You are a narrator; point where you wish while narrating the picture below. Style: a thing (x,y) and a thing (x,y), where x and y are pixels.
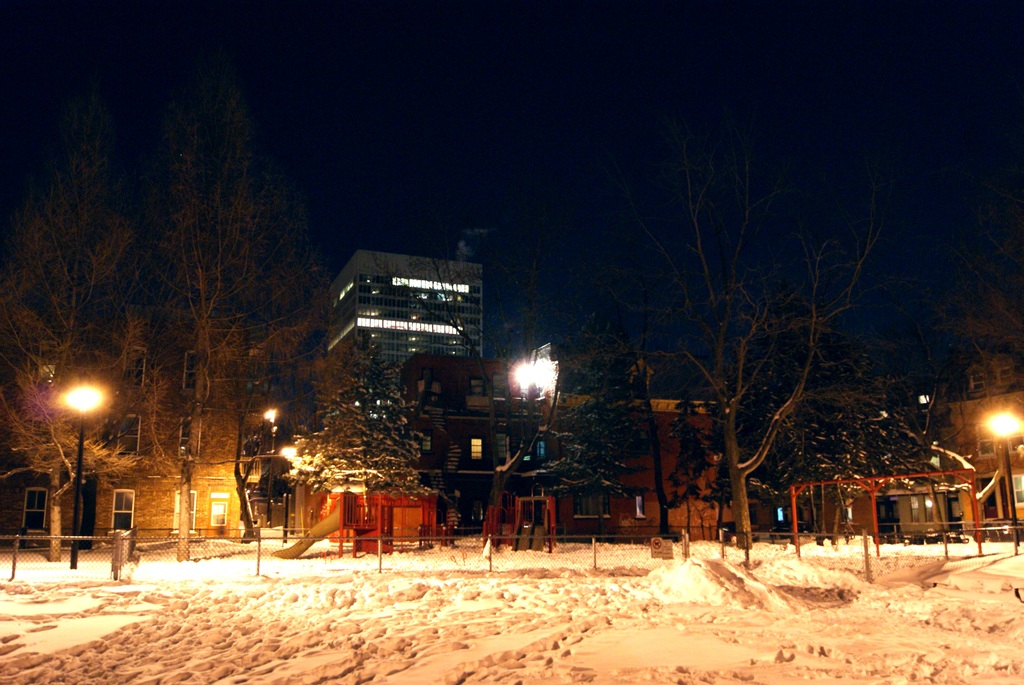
In this image we can see buildings (394,311), trees (366,420), street poles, street lights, fences (622,552), barrier poles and sky (675,157). In the foreground (616,615) we can see the road (315,650) covered with snow (685,650).
